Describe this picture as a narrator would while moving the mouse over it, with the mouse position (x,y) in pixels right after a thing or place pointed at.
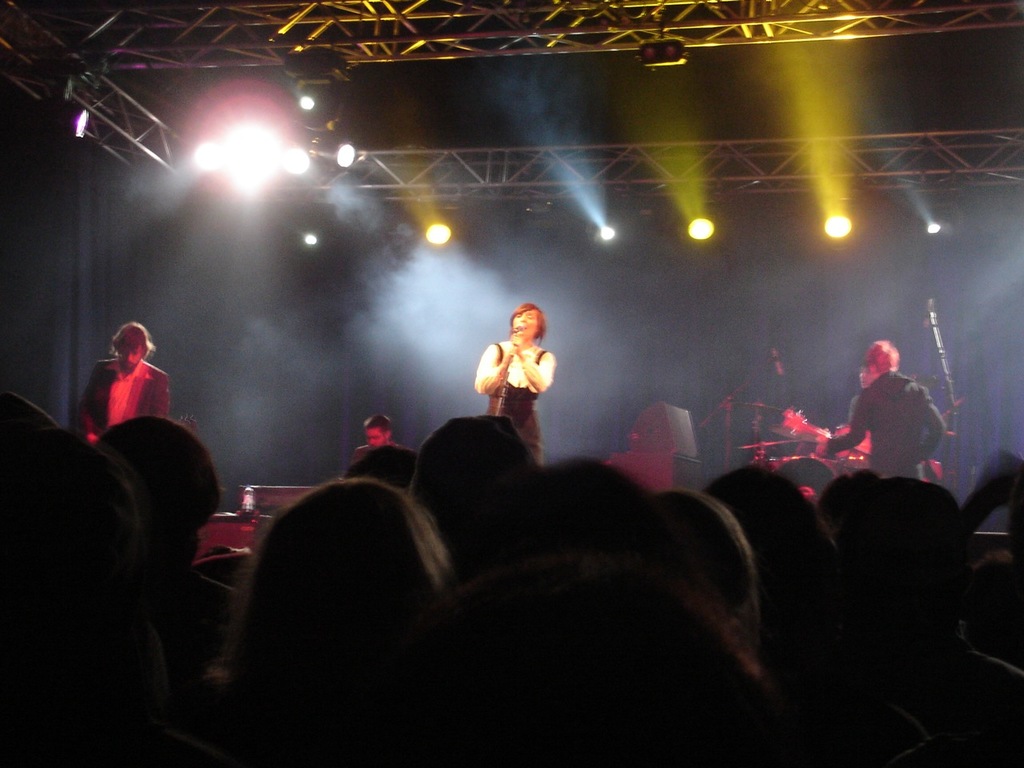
This image looks like it is clicked in a live concert. There are many people (475,677) in this image. In the middle (526,427), a woman (481,389) is singing. To the right (912,409), man (856,411) is playing drums (845,452). To the left (116,358), a man (122,369) is standing. To the top (356,46), there is a stand (785,36) and lights (266,120) attached to it. In the front (707,698), there are audience (614,650).
